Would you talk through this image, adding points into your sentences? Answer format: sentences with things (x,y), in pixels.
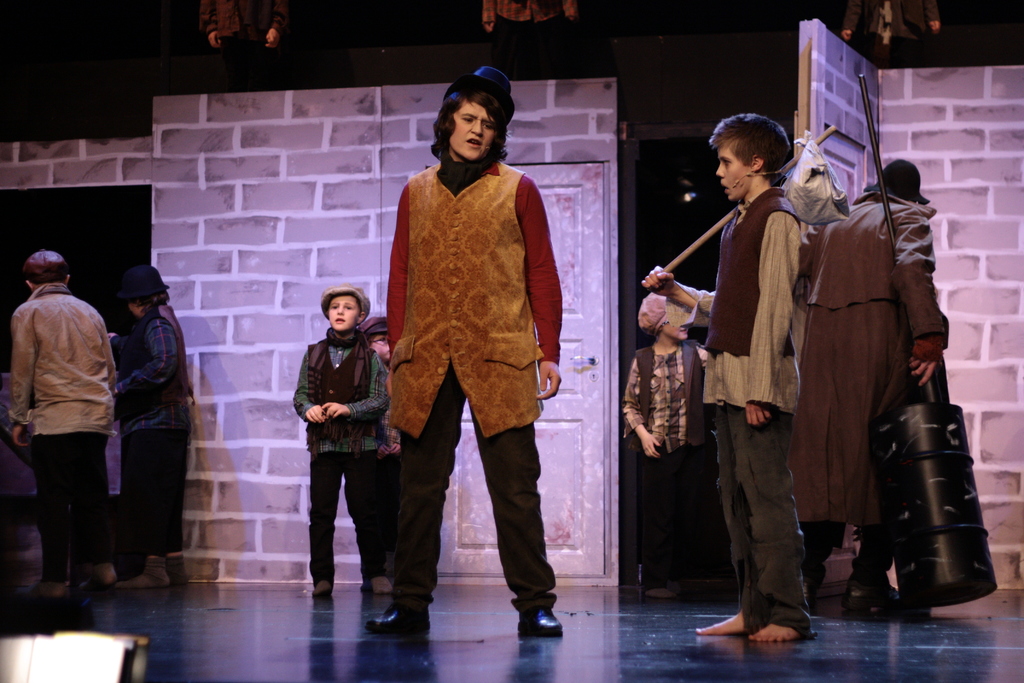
In this picture we can see groups of people (328,442) standing on the stage (436,605) and two persons (857,485) holding two objects (877,457). At the top of the image (310,19), there are three persons (265,9) and a dark background (171,74).
